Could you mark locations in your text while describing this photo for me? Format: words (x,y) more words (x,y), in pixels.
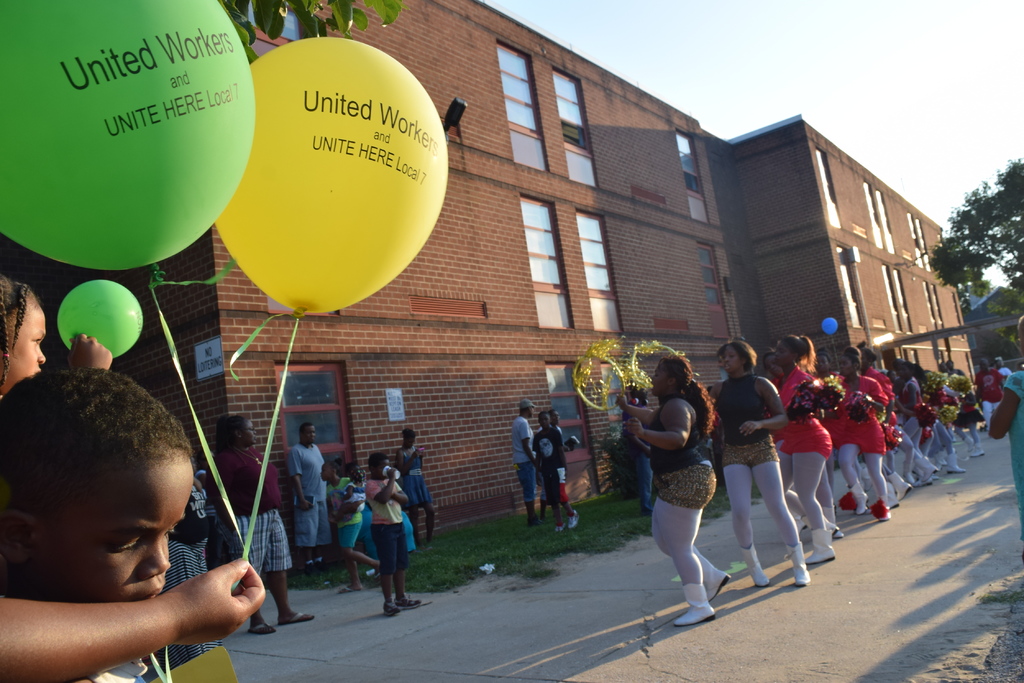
In the picture we can see a building (896,343) with the windows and near it, we can see few women (890,377) are standing in the different costumes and a person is holding two balloons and in the background (996,286) we can see a part of the sky (902,48).
